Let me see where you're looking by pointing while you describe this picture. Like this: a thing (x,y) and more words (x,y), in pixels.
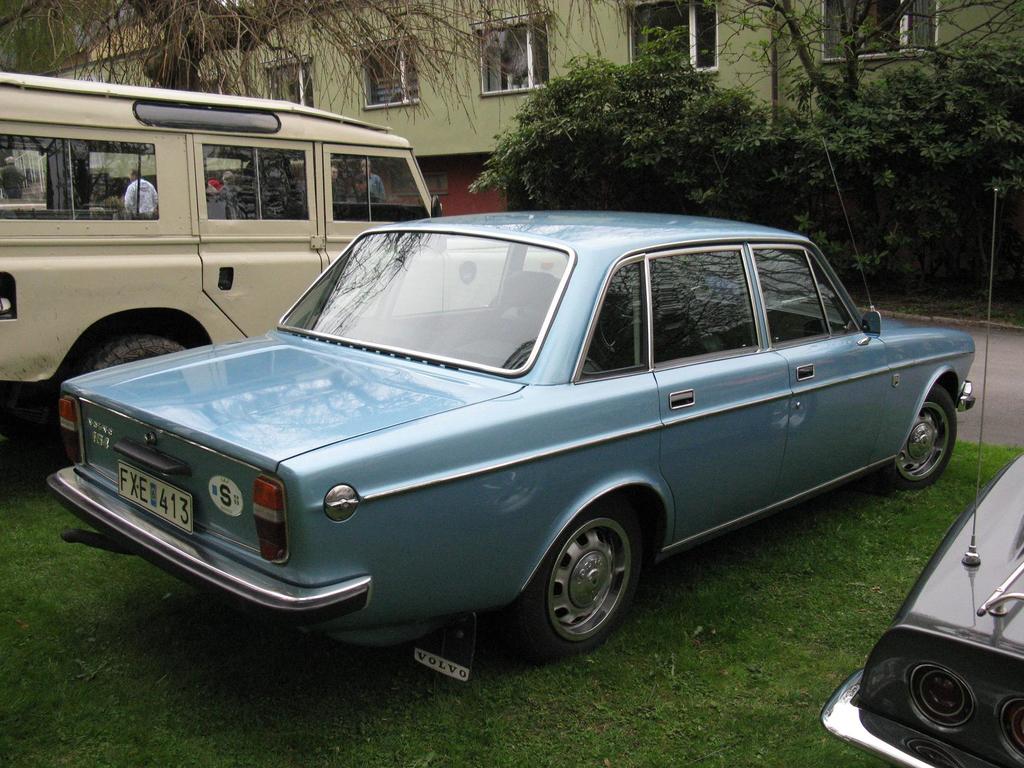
This image is clicked outside. There are cars (318,332) and vans (132,278) in the middle (592,409). There are trees (535,167) at the top (648,145). There is a building (544,47) at the top (443,98).
